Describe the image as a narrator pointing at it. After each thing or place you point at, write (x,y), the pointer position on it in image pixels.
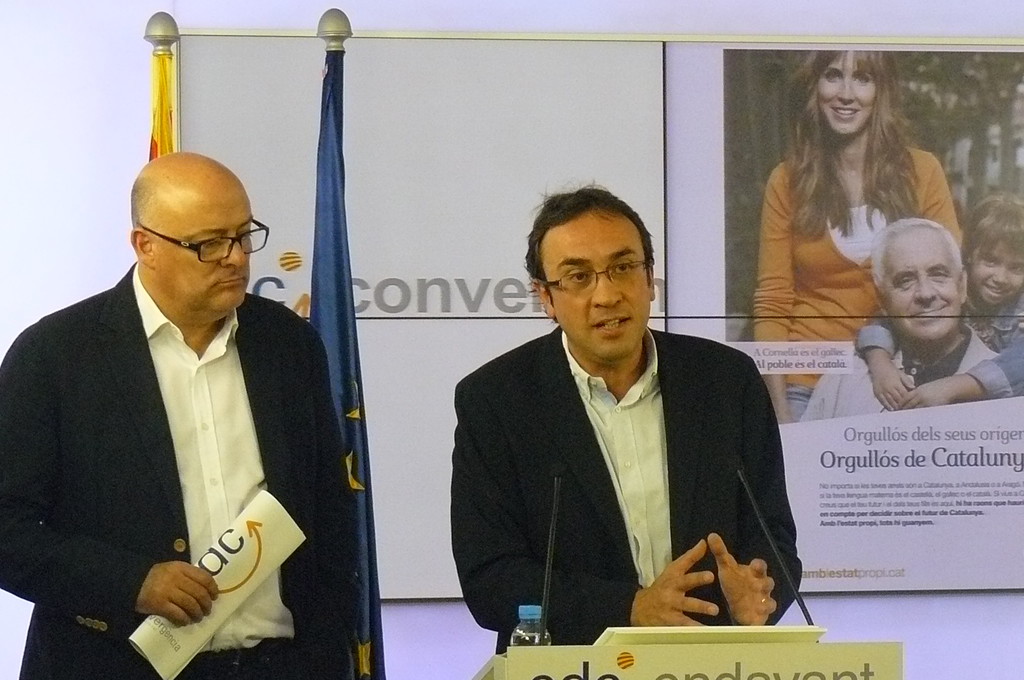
In the picture I can see two people (319,376), among them one person (178,500) is holding paper (228,582), another person (546,536) is talking in front of microphone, bottle (538,644) which is placed on the table (528,664) and behind there are two flags (330,149), some banners (459,181) to the board (540,174) which is attached to the wall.
